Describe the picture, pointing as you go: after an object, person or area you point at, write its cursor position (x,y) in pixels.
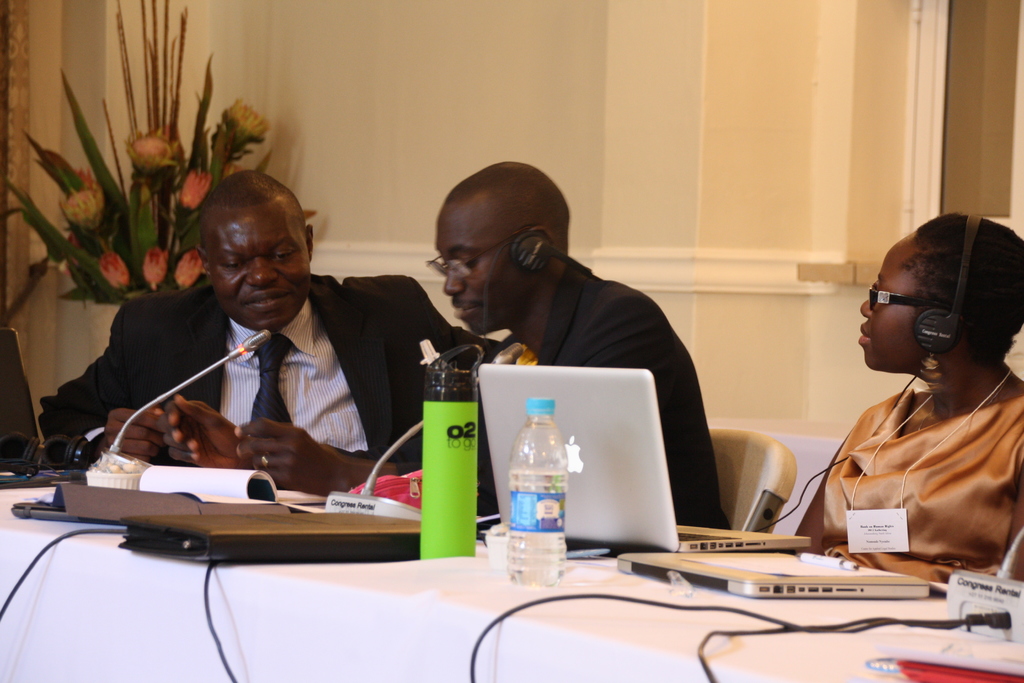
In the image there are two men (554,312) talking on mic (249,350), there is a woman (1023,406) sat beside them wearing headphones (948,336), in front of them there is laptop (596,490) and water bottle (545,526) on the table (163,669). On the left side (167,200) corner there is flower bouquet (151,204).
